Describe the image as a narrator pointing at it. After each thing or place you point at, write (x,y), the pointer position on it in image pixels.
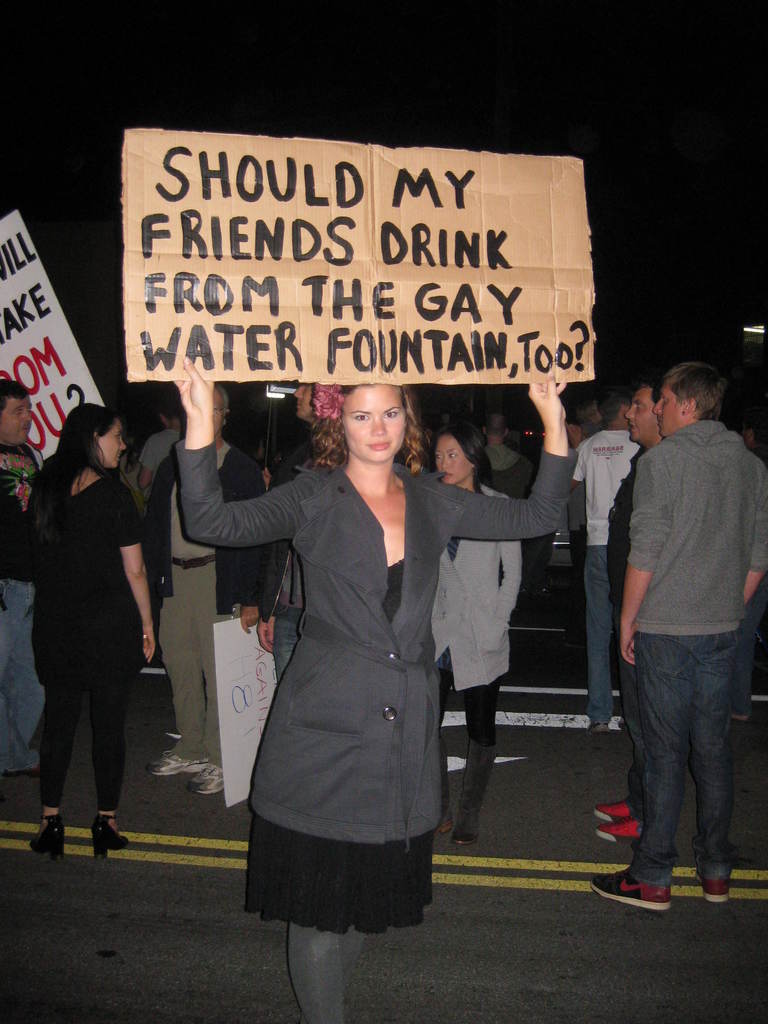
In this image I can see a road (544,844) and on it I can see number of people (403,471) are standing. I can also see few of them are holding boards (68,396) and on it I can see something is written.
